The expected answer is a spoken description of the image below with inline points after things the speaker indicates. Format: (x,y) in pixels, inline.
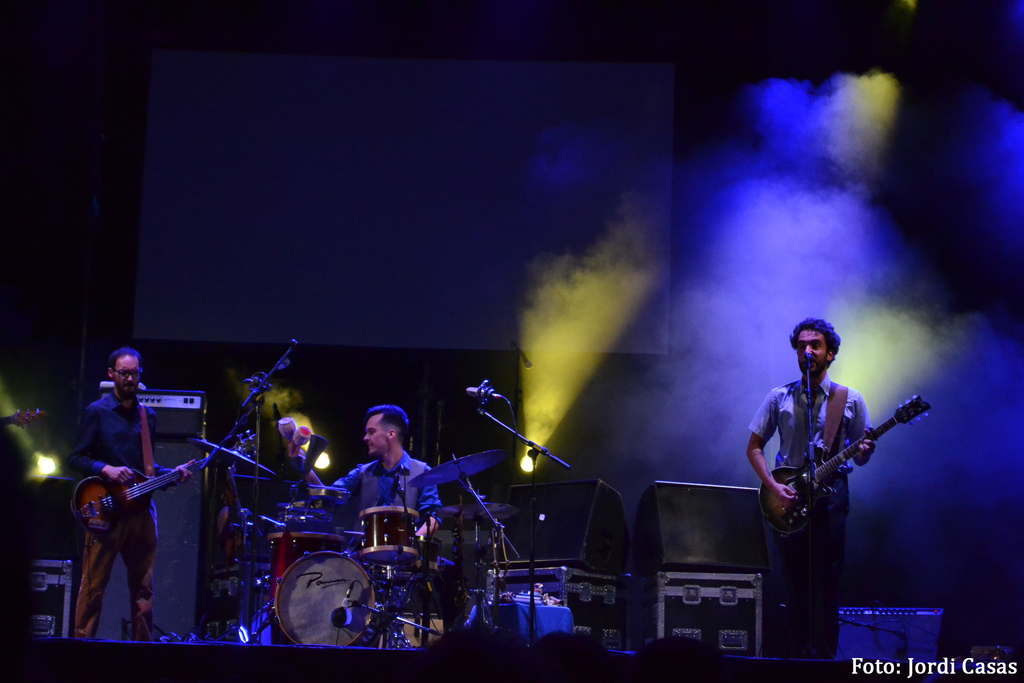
There are three musicians (383,417) in the picture. At the right side (821,466) the man (826,411) standing is holding a guitar (803,493) in his hand (783,501) and singing in front of the mic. At the center (384,446) the man (378,490) is sitting in front of the drums (352,568). At the left side (130,430) the person (115,472) standing is holding guitar (120,502) in his hand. In the background (649,523) there are speakers (706,535), fog (743,313), white colour screen (455,195) and lights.
